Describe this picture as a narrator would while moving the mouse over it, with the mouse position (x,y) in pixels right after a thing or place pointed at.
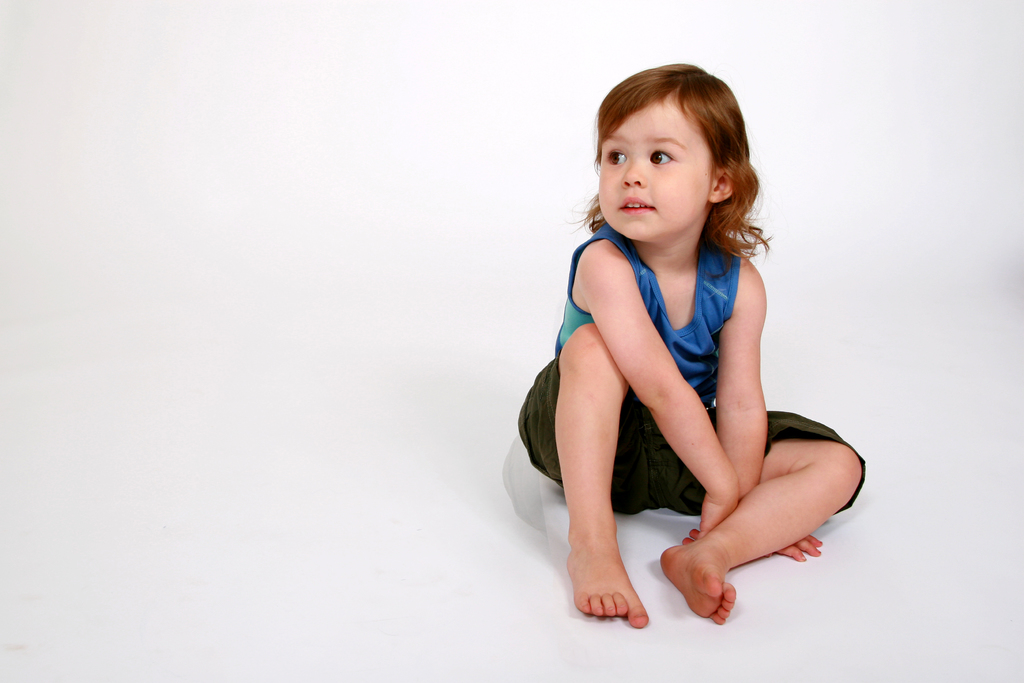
In this picture there is a girl (588,381) who is wearing blue t-shirt (712,316), black short (669,474) and she is sitting on the floor (832,544).
